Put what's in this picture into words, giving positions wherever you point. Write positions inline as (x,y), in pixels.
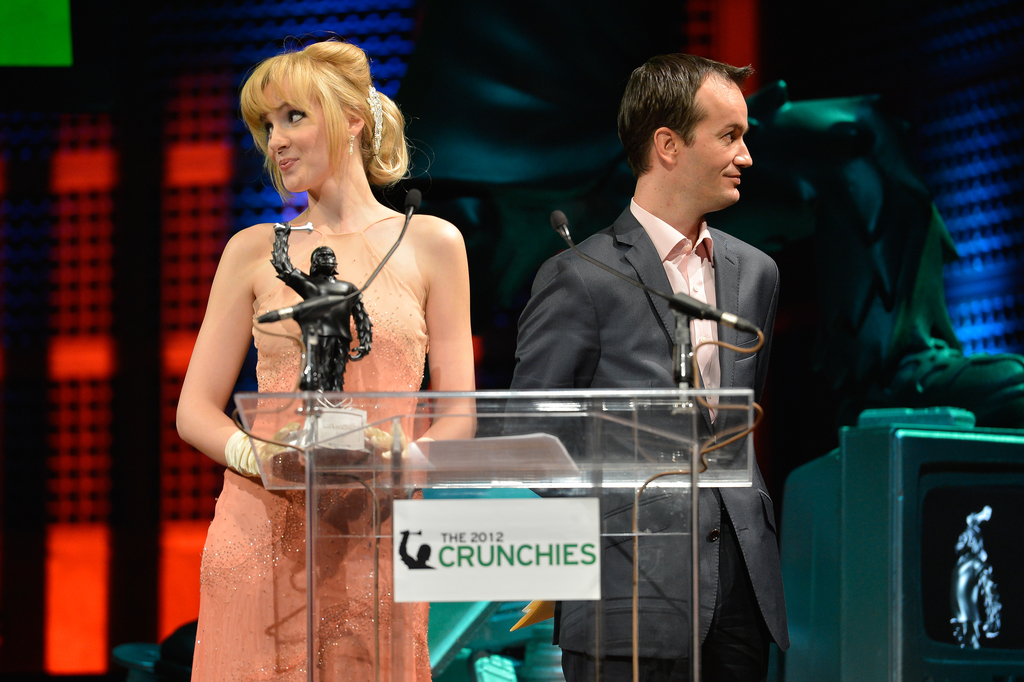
In this image in the center (649,242) there is one man (600,242) and one woman (306,154) standing and in front of them there is a podium (614,507), on the podium (335,497) there are mics (355,286) and statue (349,339) and there is a board (432,535). On the board (443,539) there is text (551,558), and on the right side of the image (868,615) there are objects (876,491). In the background (87,263) there are some lights (65,547) and objects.
